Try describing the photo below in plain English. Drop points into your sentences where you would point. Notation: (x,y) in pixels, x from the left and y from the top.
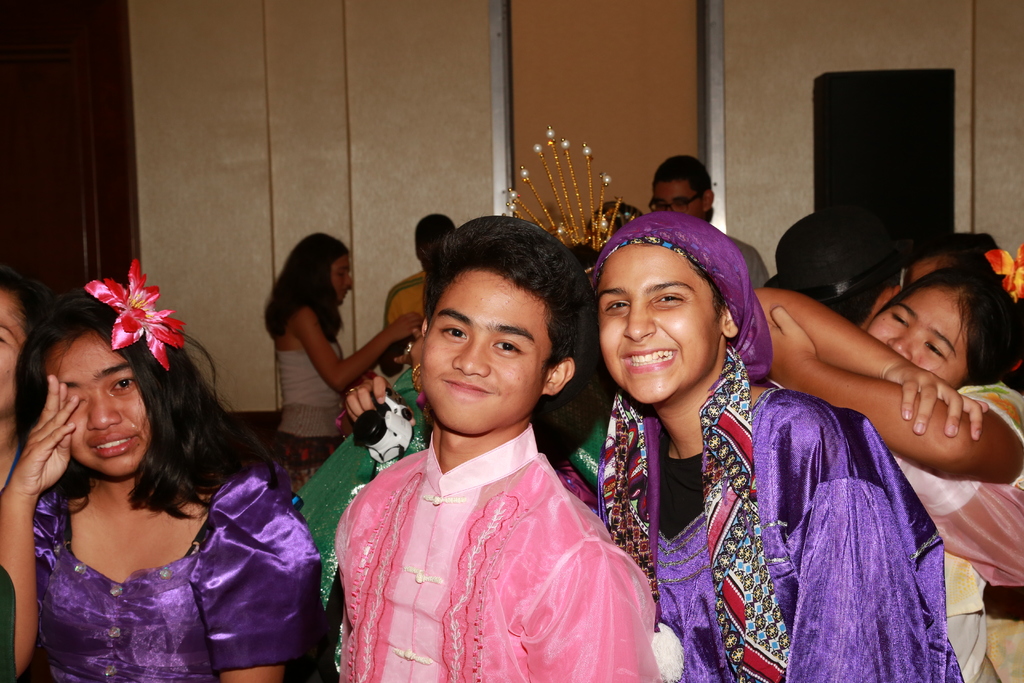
In this image there are a few people (448,512) standing with a smile on their face (465,412), one of them is crying and behind them there are a few more people (695,208) standing. In the background (437,75) there is a wall (437,75) and a door (121,268).
